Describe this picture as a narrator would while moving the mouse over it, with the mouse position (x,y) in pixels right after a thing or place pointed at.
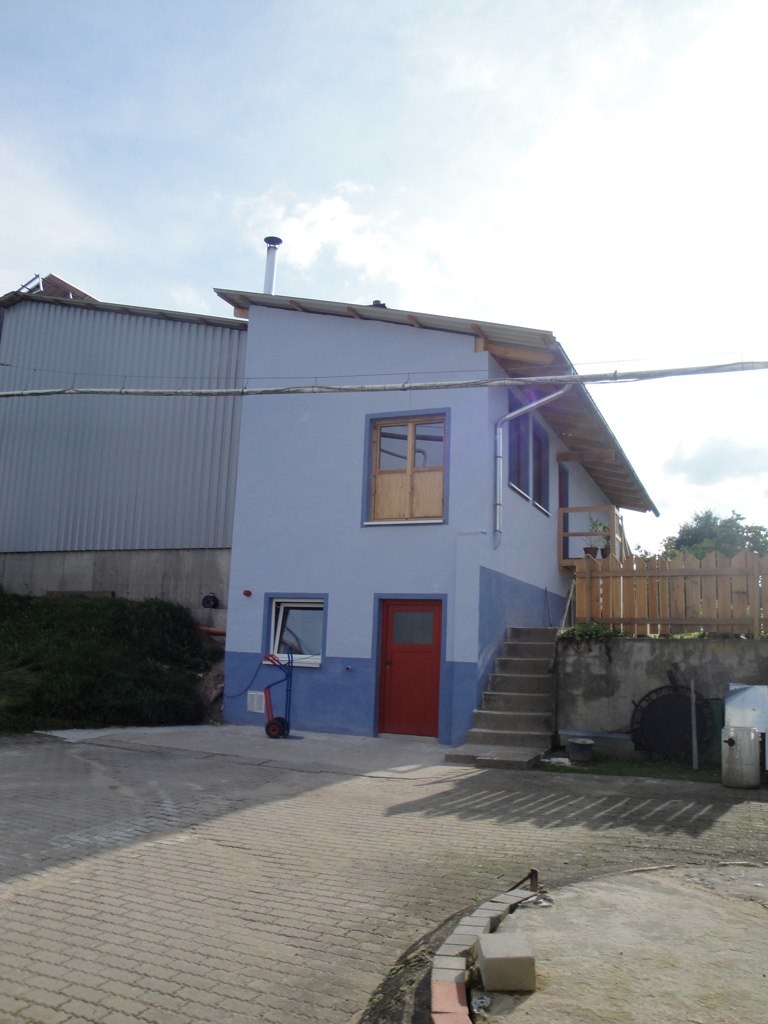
In the center of the image (495,372) there is a house (242,681). There are trees (673,553). At the top of the image (364,131) there is sky (367,24).
